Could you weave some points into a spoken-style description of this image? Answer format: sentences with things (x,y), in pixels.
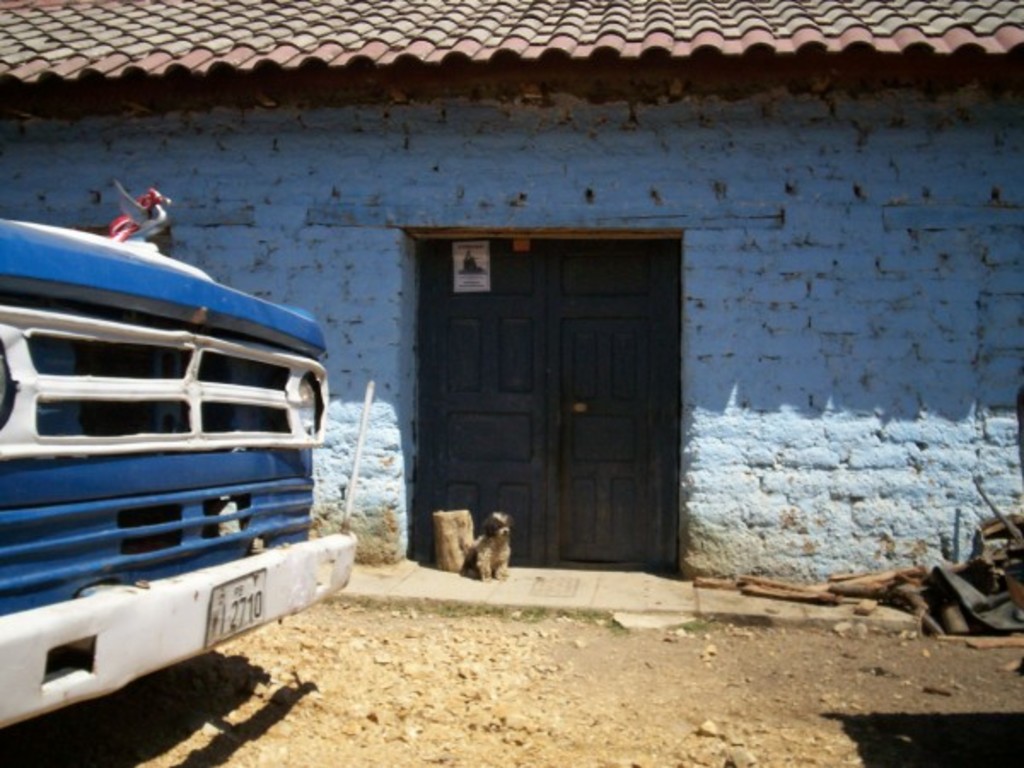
In this image I can see a front part (156,383) of the truck (148,426) which is in white and blue color. Back I can see a house (530,132) and black and brown color door (564,385). I can see a small dog (498,559) which is in brown and black color and few wooden sticks (908,576) on the floor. The wall (886,370) is in blue color.
